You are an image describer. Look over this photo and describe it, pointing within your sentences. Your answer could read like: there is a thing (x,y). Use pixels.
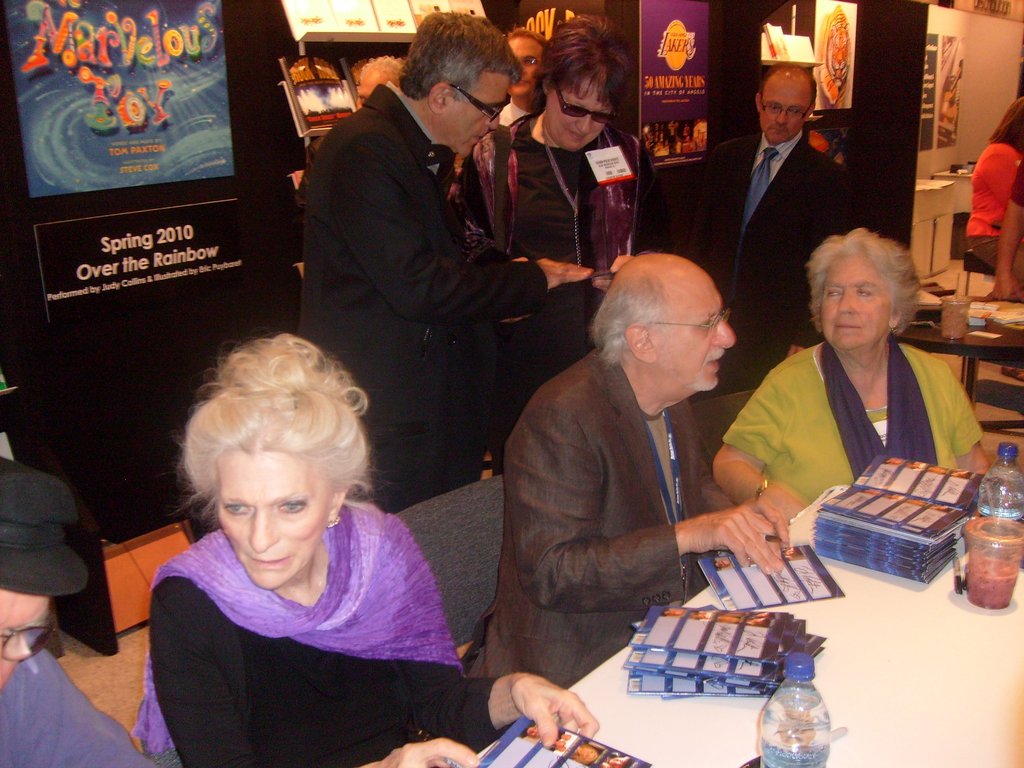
In this image I can see number of people (617,281) where few are sitting on chairs (466,511) and rest all are standing. I can also see most of them are wearing specs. On the right side of this image (987,345) I can see two tables (879,746) and on these tables (701,740) I can see number of pamphlets like things (728,595), two bottles (1009,493), a glass (968,533) and few other stuffs (960,332). In the background (177,35) I can see number of boards (944,57) and on it I can see something is written.
